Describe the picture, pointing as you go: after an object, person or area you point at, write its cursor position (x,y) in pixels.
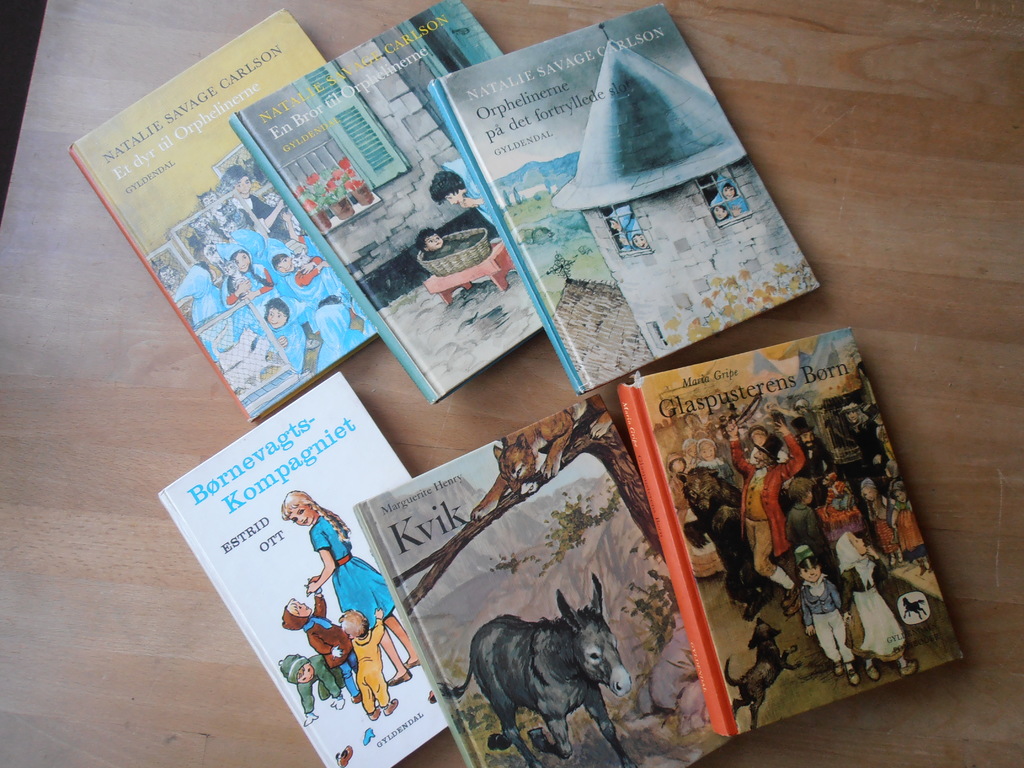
In this image at the bottom (176,659) there is a table (10,478), and on the table (10,478) there are some books (616,512) and on the books (228,270) there is some text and some people (747,495), children (347,334), house (593,212), vehicle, flower pots (318,222), plants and some animals (758,670).
